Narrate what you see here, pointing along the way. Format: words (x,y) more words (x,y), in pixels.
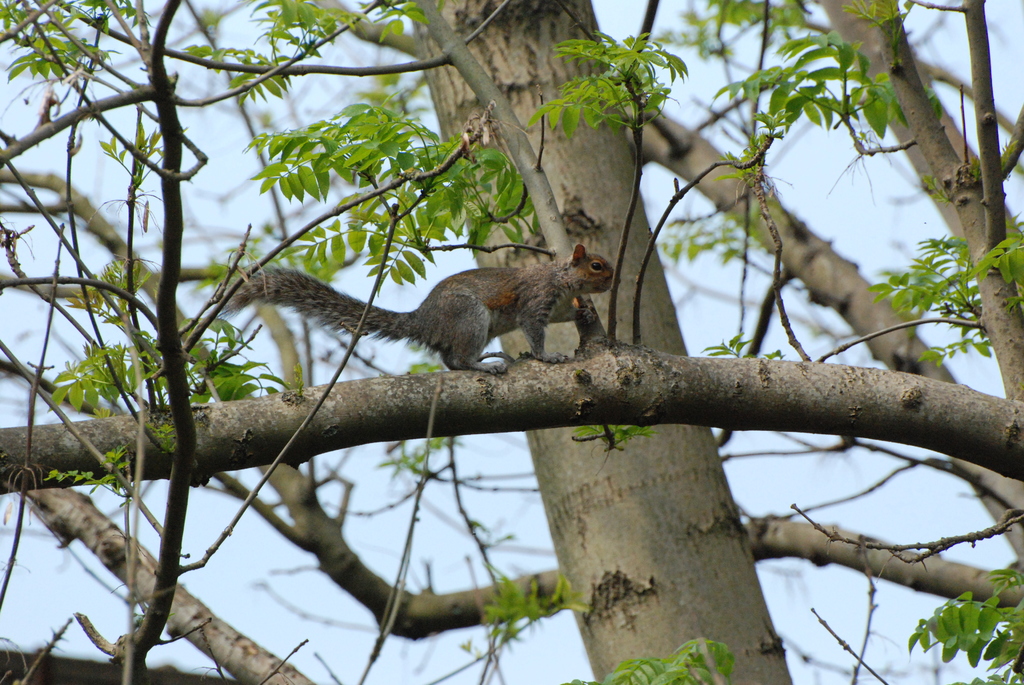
In this picture we can see a squirrel (455,304) on the branch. Behind the squirrel (446,278), there is a tree (609,153) and the sky (803,192).
